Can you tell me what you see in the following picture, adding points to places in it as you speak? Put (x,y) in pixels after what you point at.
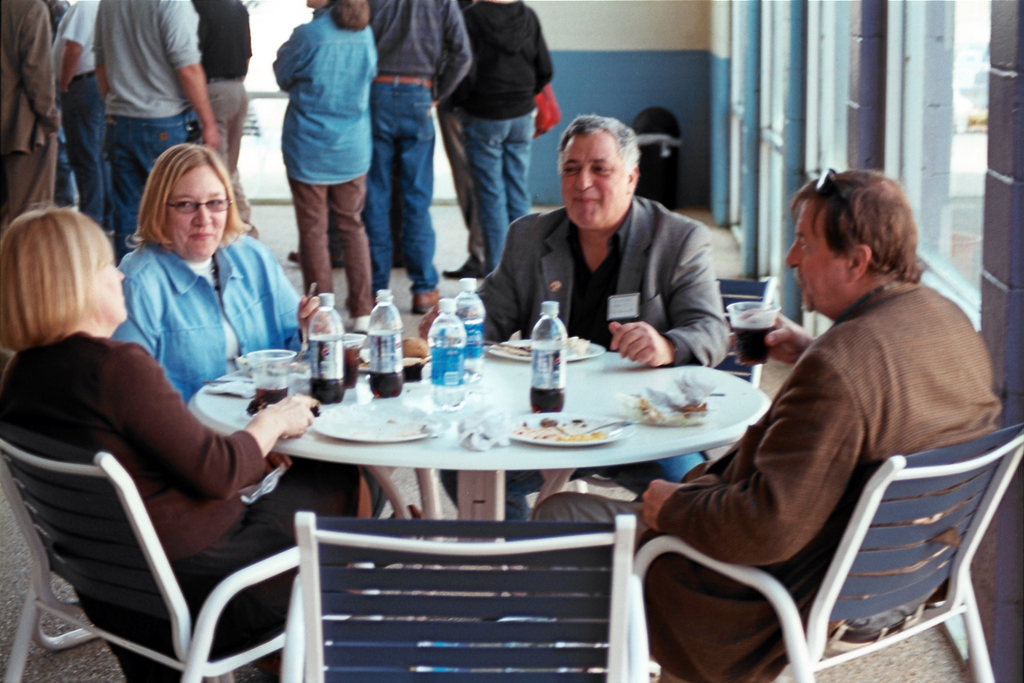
In this picture there are four people (66,279) sitting on the chair (432,634), they have a table (656,373) in front of them which has some plates (526,425) on it and there also beverage bottles (402,356) and water bottles (479,369) on it in the background (312,135) there are few people (393,81) standing.
